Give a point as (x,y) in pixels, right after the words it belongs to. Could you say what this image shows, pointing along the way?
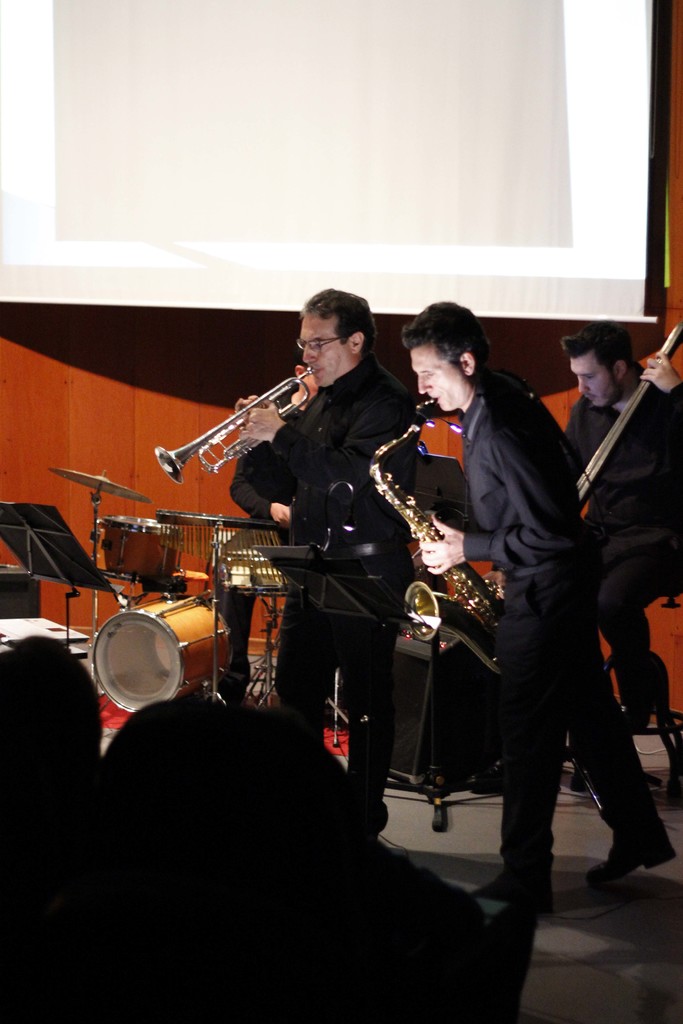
In this image we can see men (528,540) sitting and standing by holding musical instruments (586,500) in the hands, musical instruments (119,588) on the floor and walls (105,426).
